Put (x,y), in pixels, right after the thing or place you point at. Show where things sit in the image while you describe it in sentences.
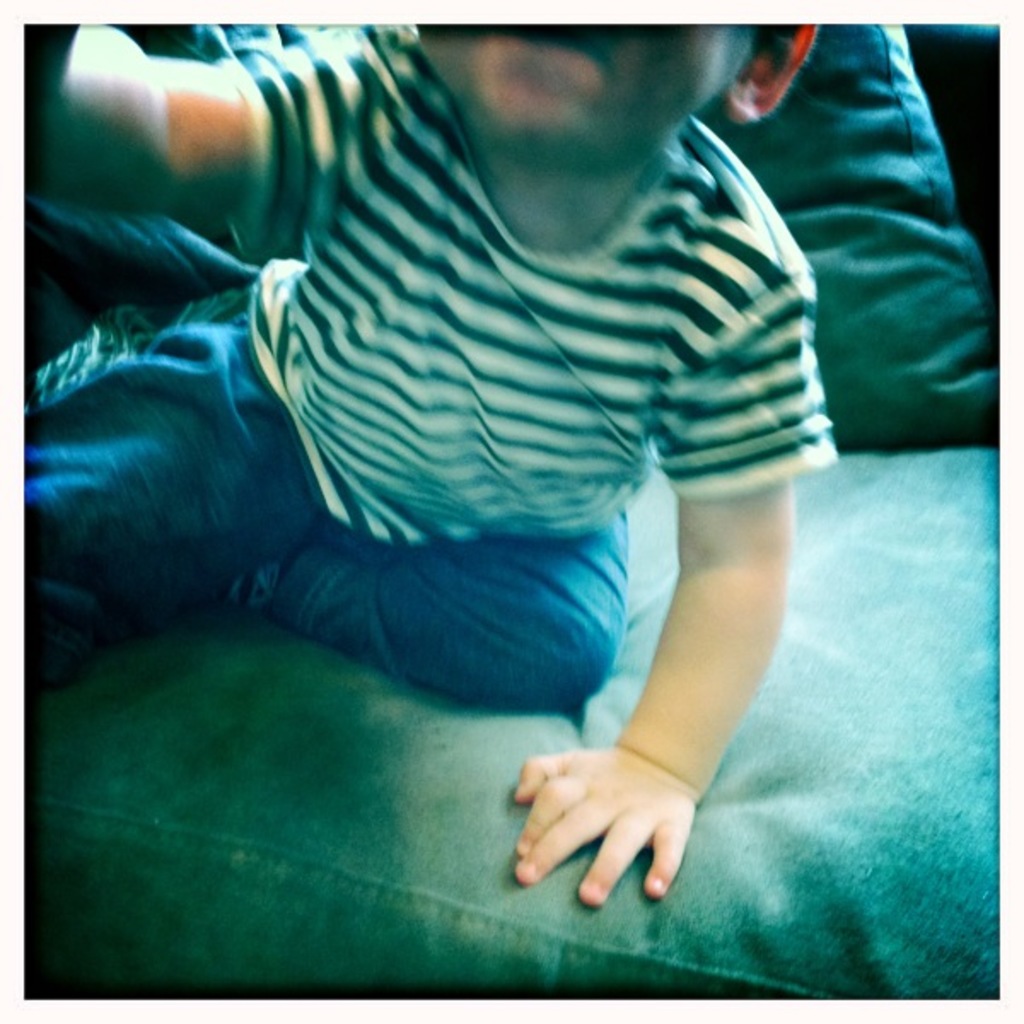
In this image we can see a child (491,425) sitting on a sofa (801,677). We can also see a cushion (895,292).
